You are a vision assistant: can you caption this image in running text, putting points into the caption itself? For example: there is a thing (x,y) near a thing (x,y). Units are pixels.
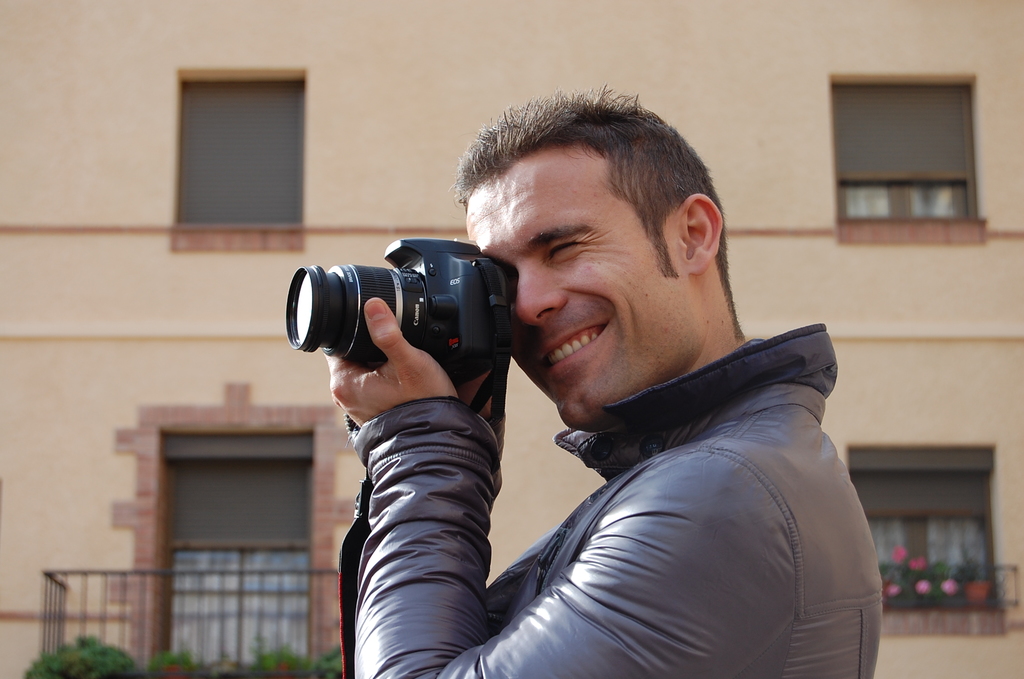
Man (654,533) in front of the picture wearing black jacket (606,543) is holding camera (312,338) in his hands (380,320) and clicking images in this camera (437,330). Behind him, we see a building (360,166) with windows (210,214).
